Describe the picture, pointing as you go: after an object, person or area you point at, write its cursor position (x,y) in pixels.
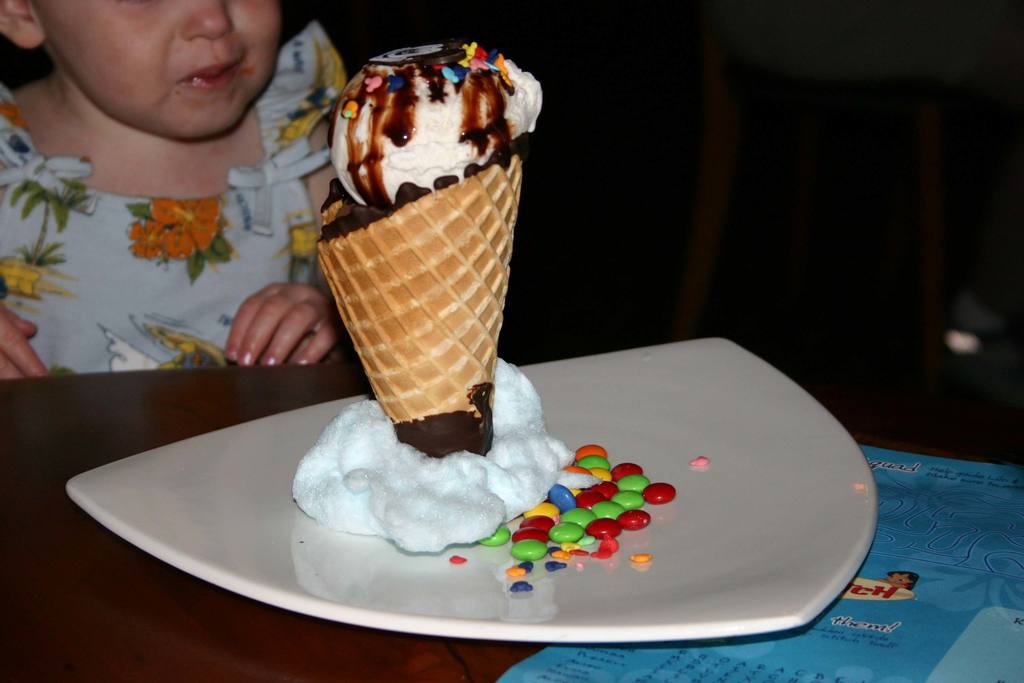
In this picture we can see a kid (176,314) in front of a table (139,437), there is a paper (847,629) and a plate (822,603) present on the table (172,406), we can see gems (596,522) and an ice cream (420,331) present in the plate (808,594).
